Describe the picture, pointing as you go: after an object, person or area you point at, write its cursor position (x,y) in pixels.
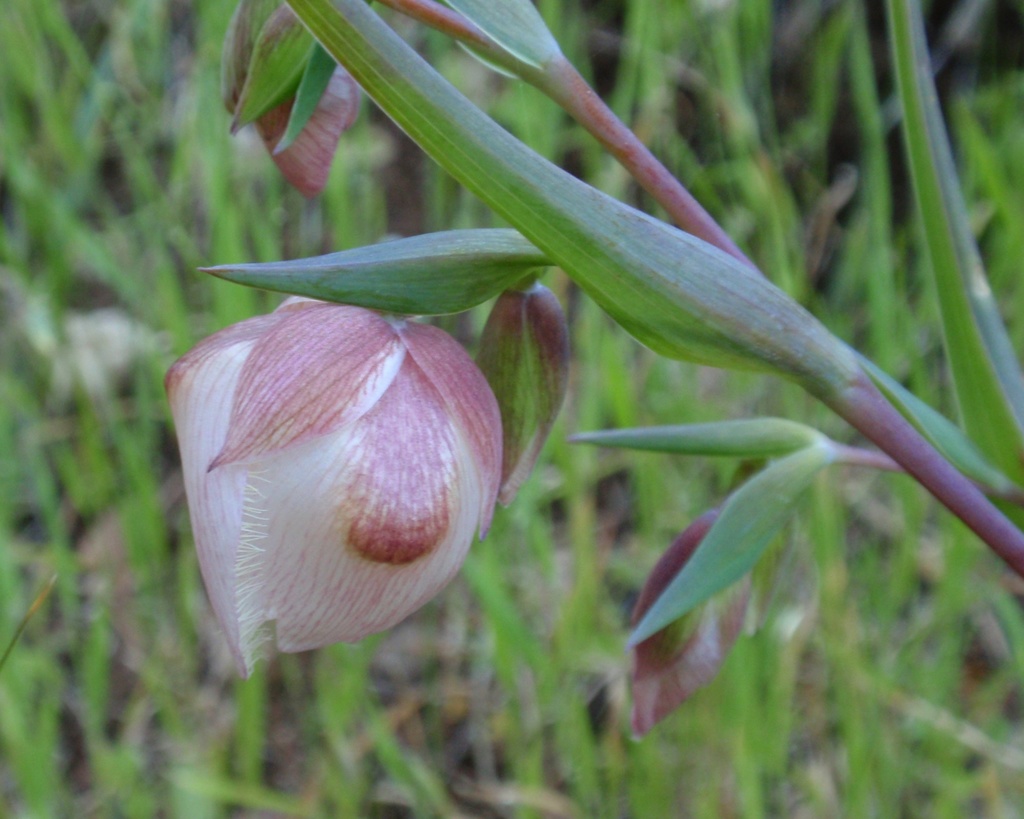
This image consists of a plant (443,452). There is a flower (379,399) in the middle (379,399). It is in white color.
